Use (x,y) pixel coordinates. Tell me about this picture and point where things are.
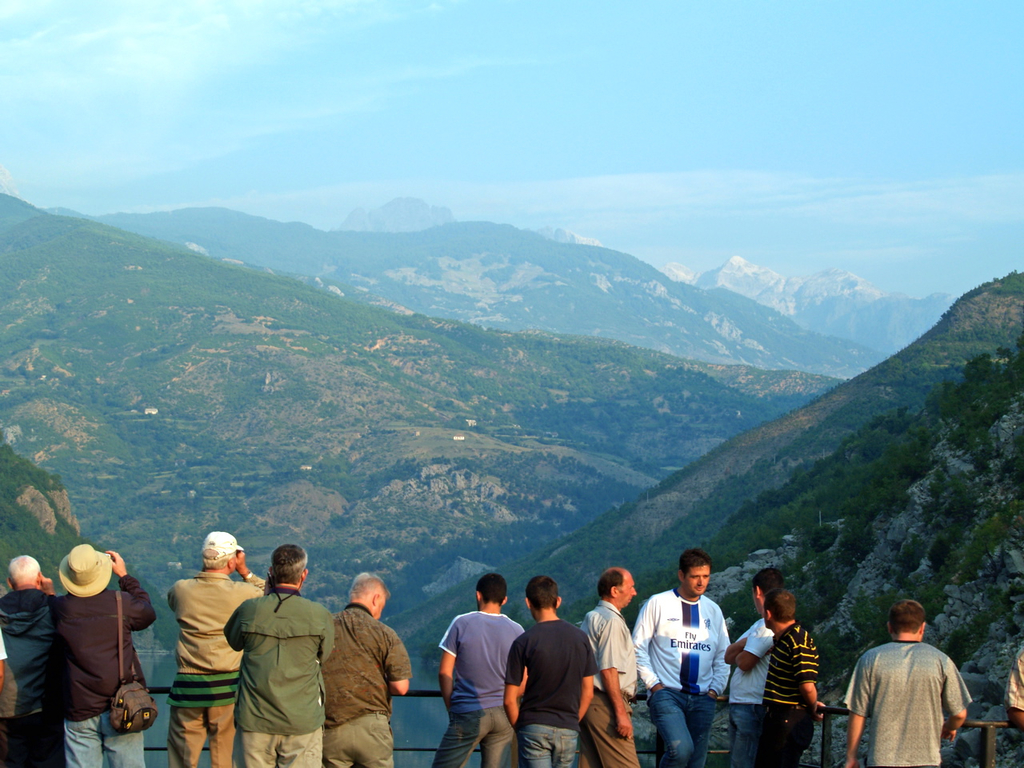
In this image, we can see so many mountains (388,445). Top of the image (380,160), there is a sky (722,160). At the bottom (945,698), we can see a group of people (223,709) are standing near the rod fencing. On the left side (91,664), we can see two people (94,681) are wearing cap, hat (104,580) and bag (129,692).
